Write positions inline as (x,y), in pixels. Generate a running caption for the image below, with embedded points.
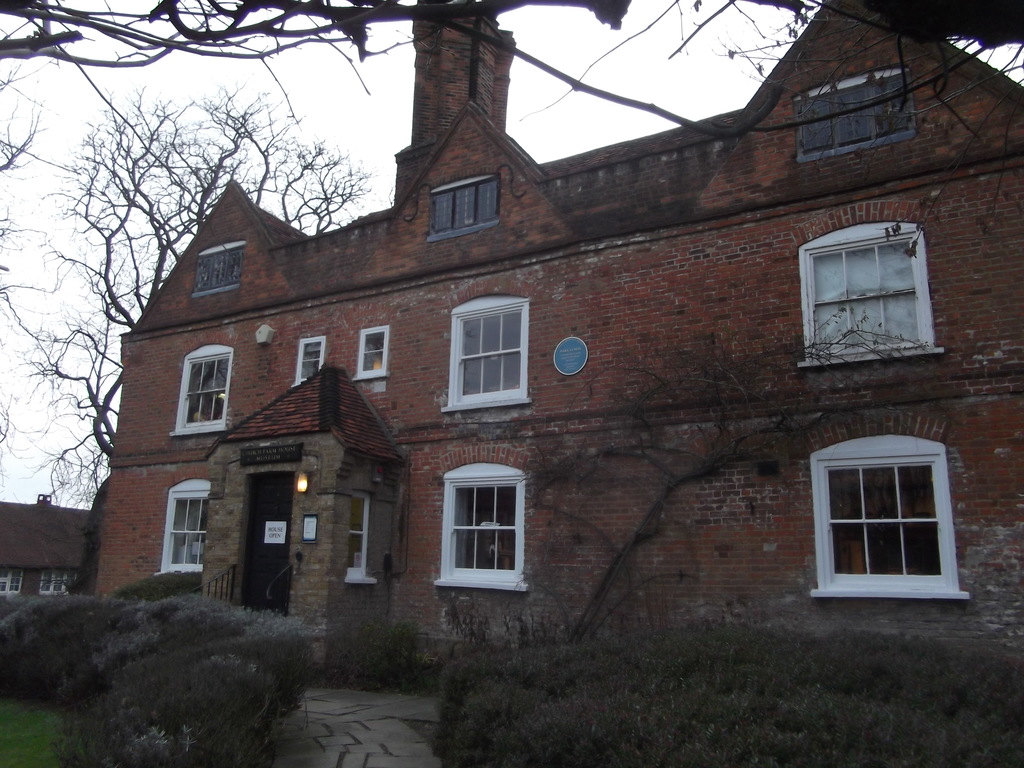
In this picture I can see there is a building (420,506) here and there is a walk way (369,715) here and in the backdrop (96,422) I can see there are trees (96,422) and the sky (56,148) is overcast.
